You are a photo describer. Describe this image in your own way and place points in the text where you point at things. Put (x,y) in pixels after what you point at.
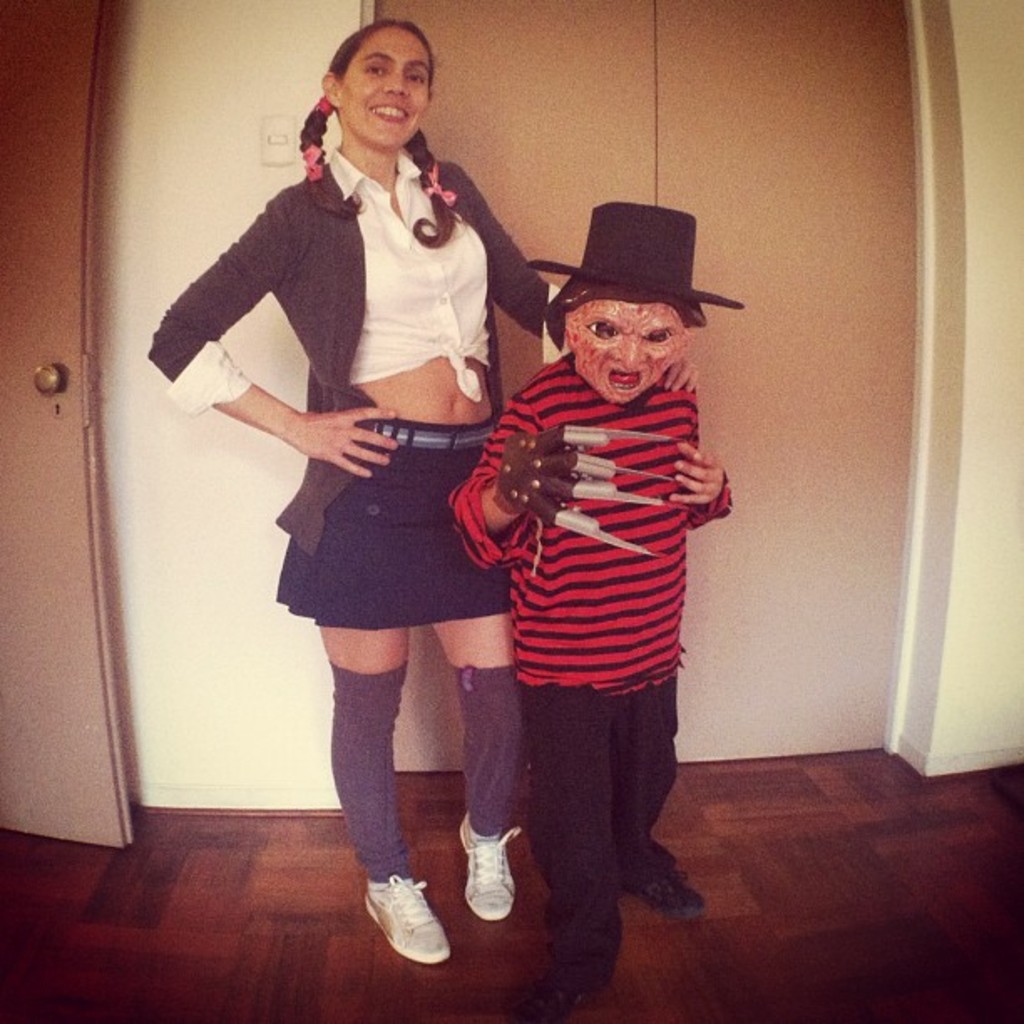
In the center of the image (446,643) there is a woman (412,382). There is a boy (540,402) wearing a mask (591,336). In the background of the image (254,45) there is wall (185,233). To the left side of the image (107,492) there is door (86,374). At the bottom of the image (356,964) there is floor (772,962).
